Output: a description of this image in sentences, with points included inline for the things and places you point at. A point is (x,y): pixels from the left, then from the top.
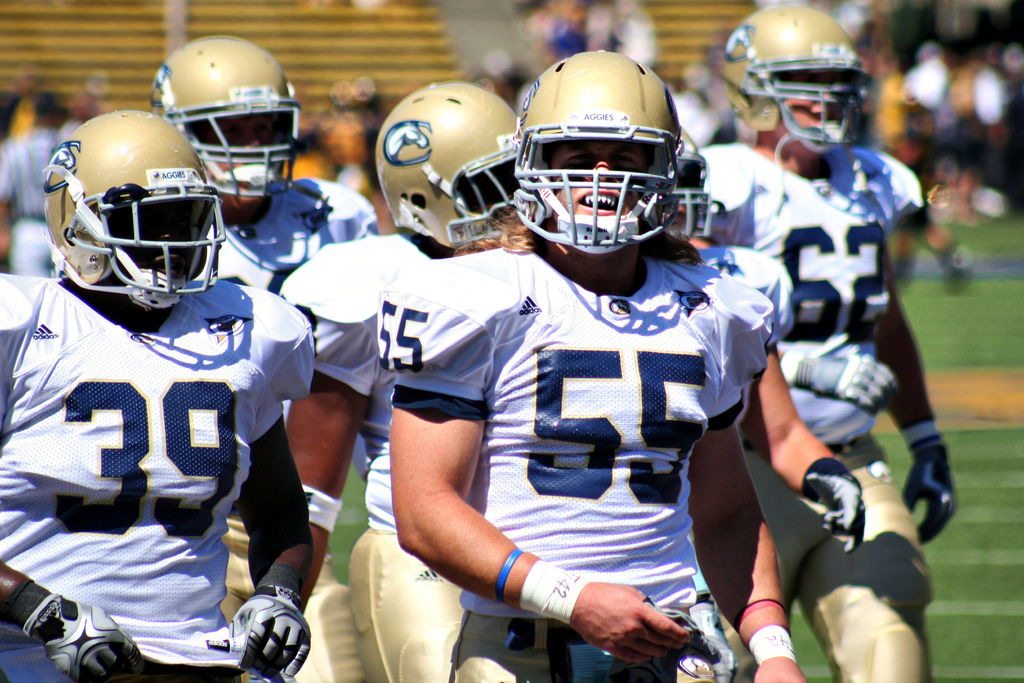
In this image we can see group of people (607,614) wearing the same type of dress (776,214) and helmet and numbering (574,495) is given on their dresses (732,331).
